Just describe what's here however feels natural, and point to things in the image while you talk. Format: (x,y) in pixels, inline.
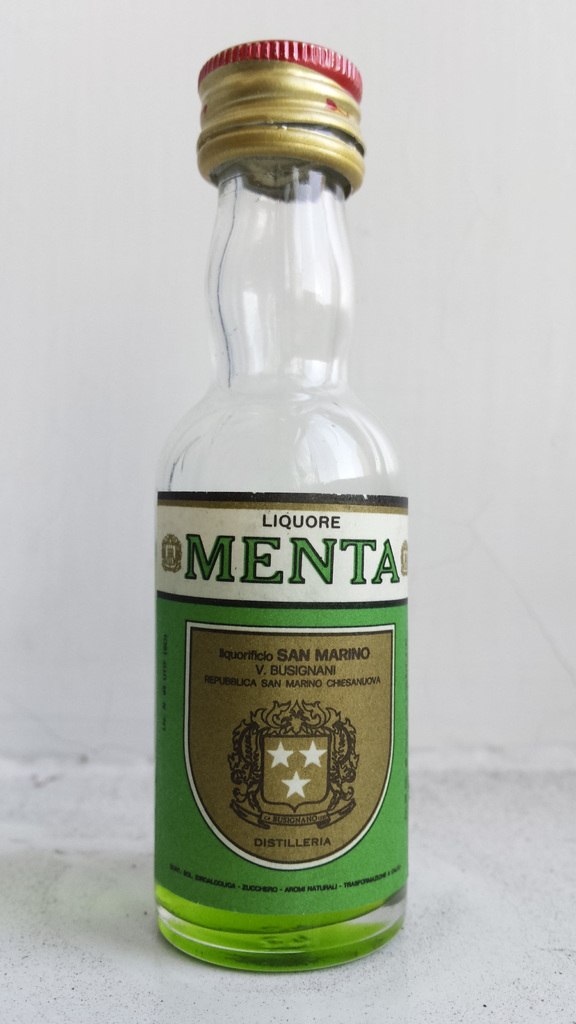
In the center (297,569) we can see one bottle (319,693) written as "Menta". In the background (39,273) there is a wall (369,310).
